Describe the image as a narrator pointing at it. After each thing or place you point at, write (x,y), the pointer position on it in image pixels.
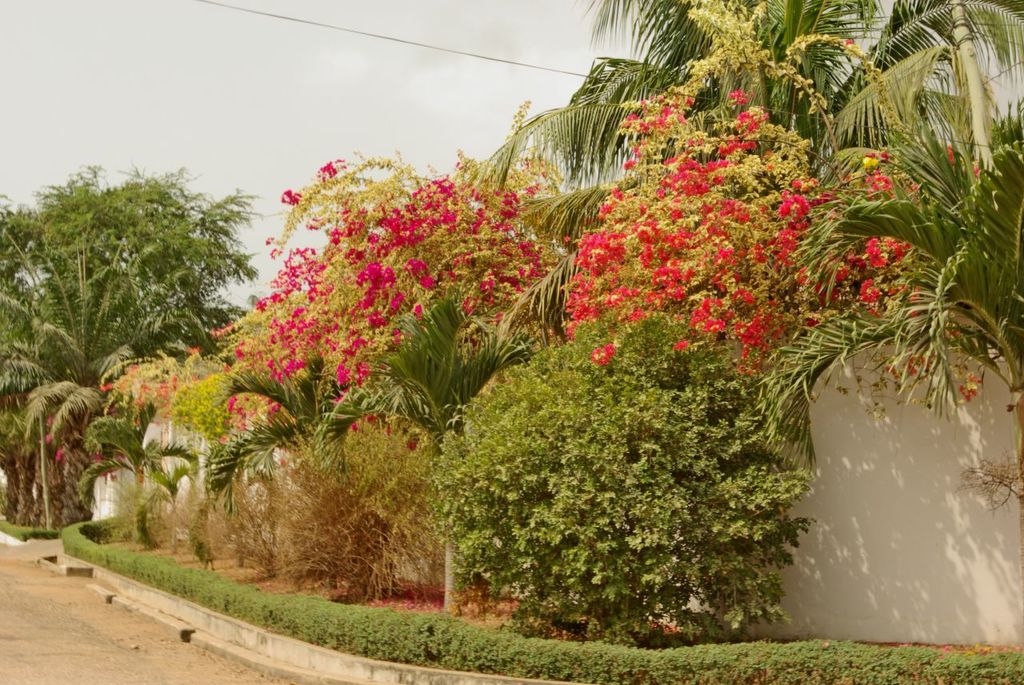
In this picture there are flower plants (497,251) and trees (19,360) in the image, there is boundary wall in the image.
